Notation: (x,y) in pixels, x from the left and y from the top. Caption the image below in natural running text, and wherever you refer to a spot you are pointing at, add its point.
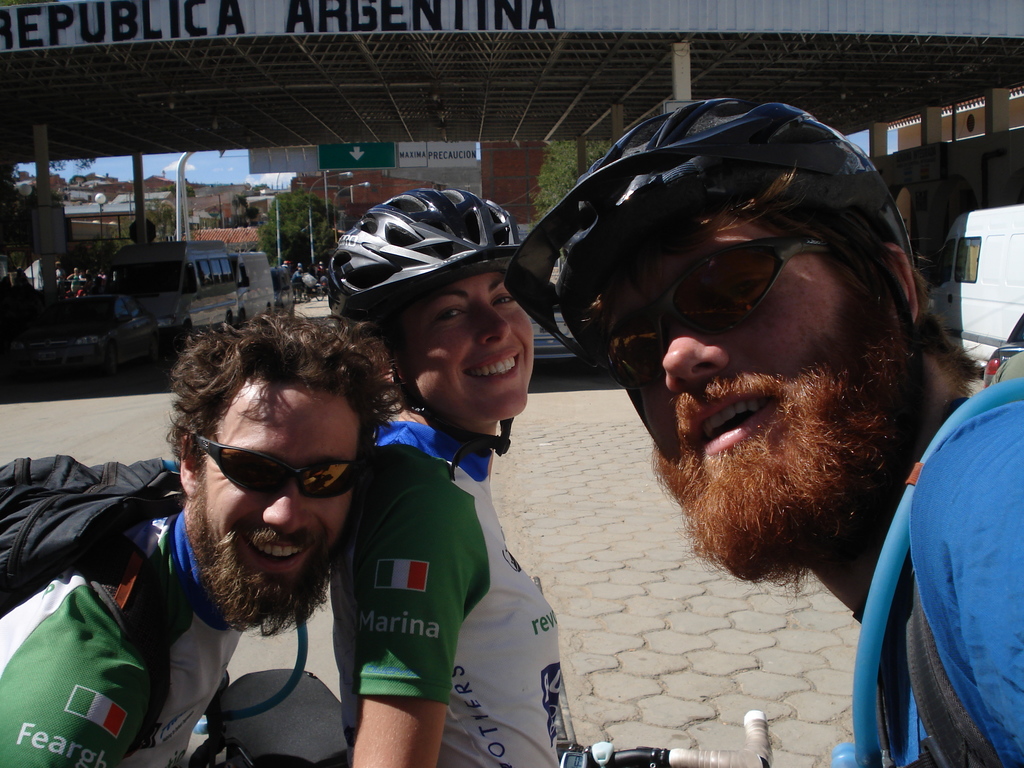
In the foreground of the image (403,440) there are persons (475,306) wearing helmets (590,241) and sunglasses (652,372). In the background of the image (363,36) there is a ceiling (172,30) with some text (99,9). There are vehicles (238,259). At the bottom of the image (713,675) there is floor (659,674).
